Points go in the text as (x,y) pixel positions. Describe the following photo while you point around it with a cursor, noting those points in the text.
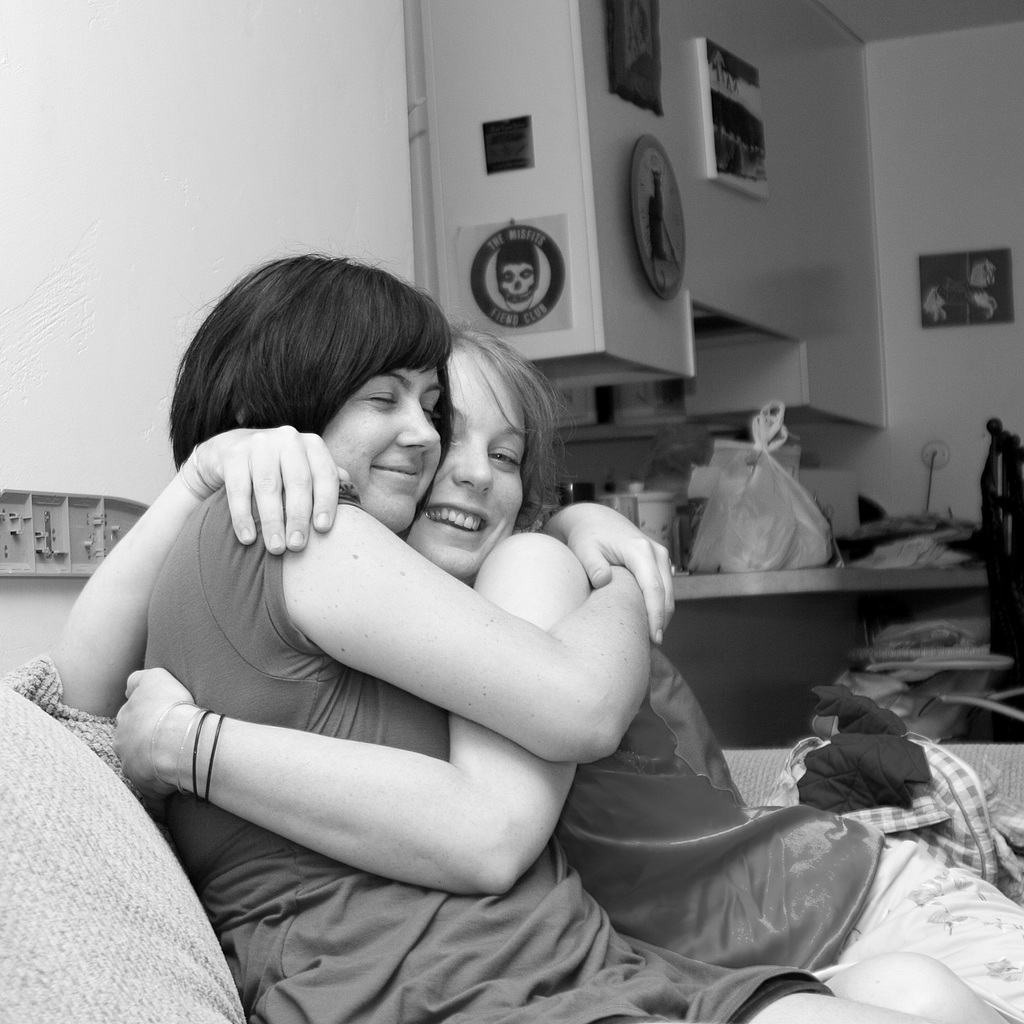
In the image we can see black and white picture of two women (397,823), wearing clothes (381,917) and they are smiling. Here we can see cloth (895,764), cover (754,497), cable wire (1008,702) and frame (749,90) stick to the wall (703,20).
